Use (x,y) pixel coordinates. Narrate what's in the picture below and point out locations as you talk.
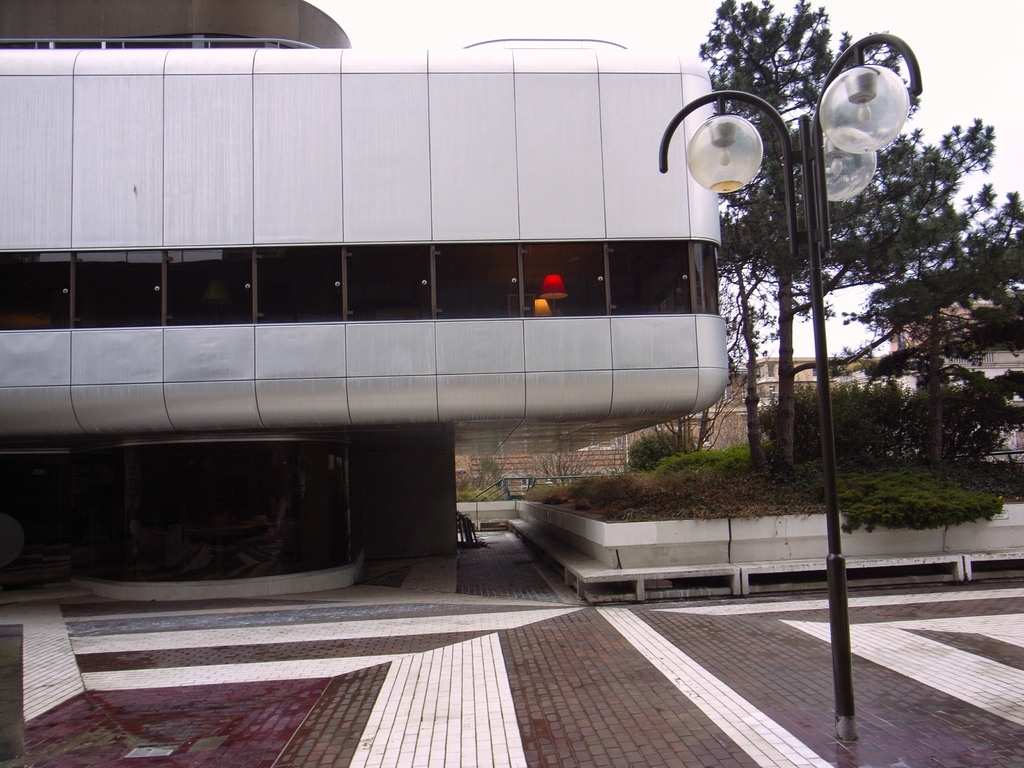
In this image i can see the house (297,290) with glass windows (118,318), near that there are few trees (768,122), light pole (818,181), behind there are few houses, at the top (959,118) i can see the sky (665,12).
